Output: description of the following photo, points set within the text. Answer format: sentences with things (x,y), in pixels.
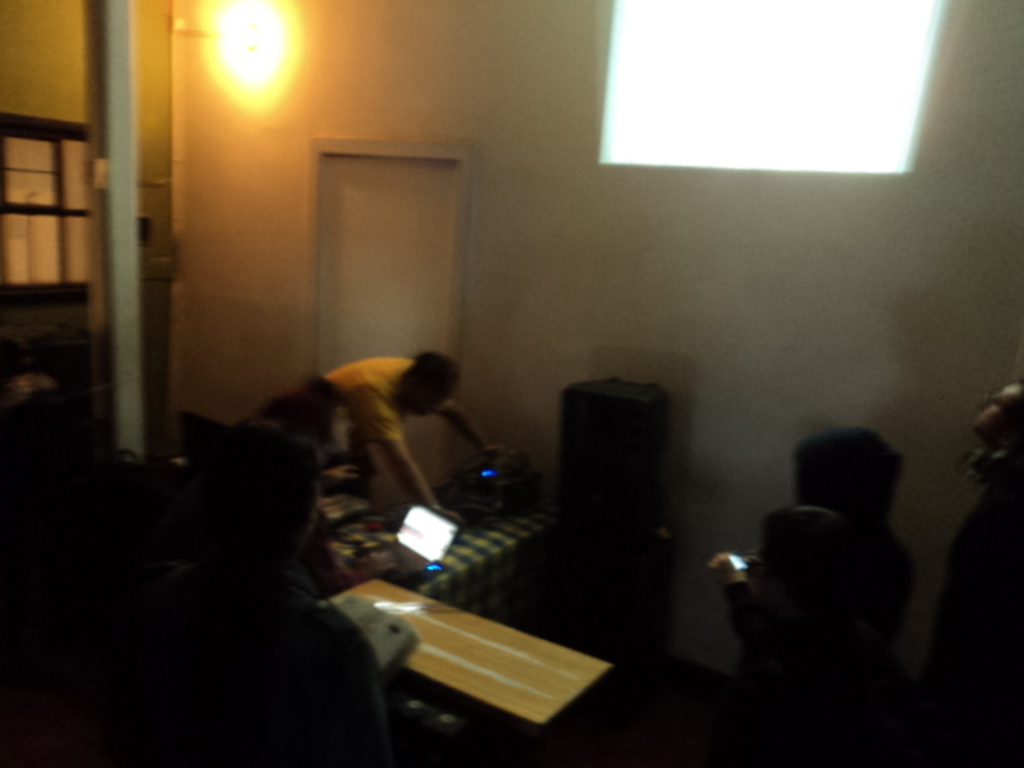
In this image I see few people (973,725) and there is a laptop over here. In the background (263,374) I see the wall (556,450), door (445,197) and the light (227,53).
